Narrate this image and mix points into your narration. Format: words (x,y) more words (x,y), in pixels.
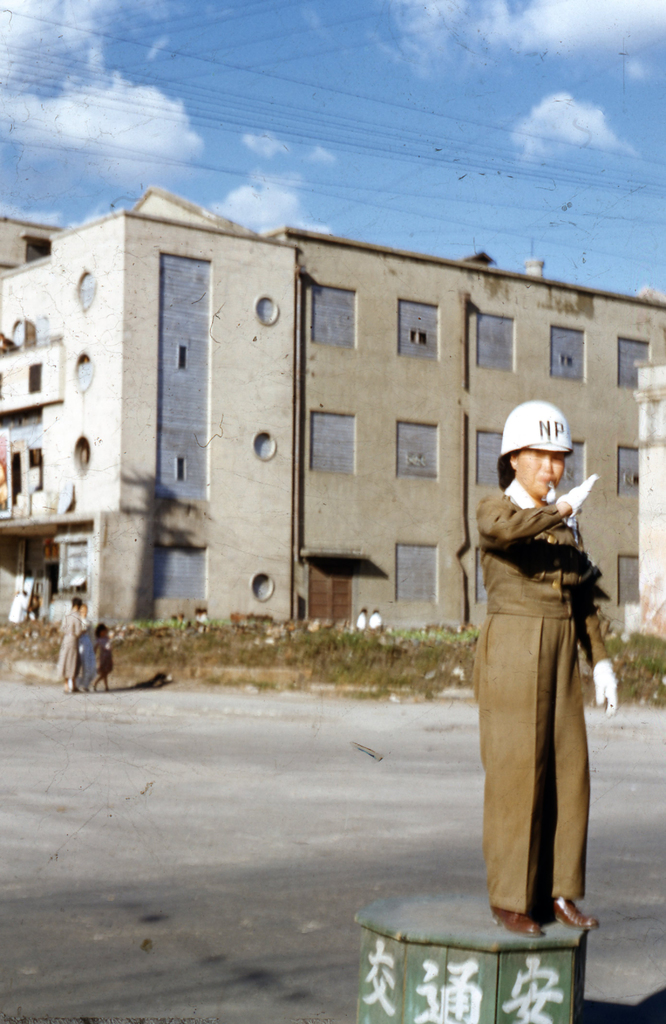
In this image, on the right side (559,524), we can see a person (566,600) wearing white color helmet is standing on the platform (534,983). On the left side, we can see three people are walking on the road (162,749). In the background (128,544), we can see some buildings (665,598), windows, doors (339,610), electric wires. On the top (532,97), we can see a sky (532,88), at the bottom (159,978) there is a grass (351,659) and a road (204,816).
